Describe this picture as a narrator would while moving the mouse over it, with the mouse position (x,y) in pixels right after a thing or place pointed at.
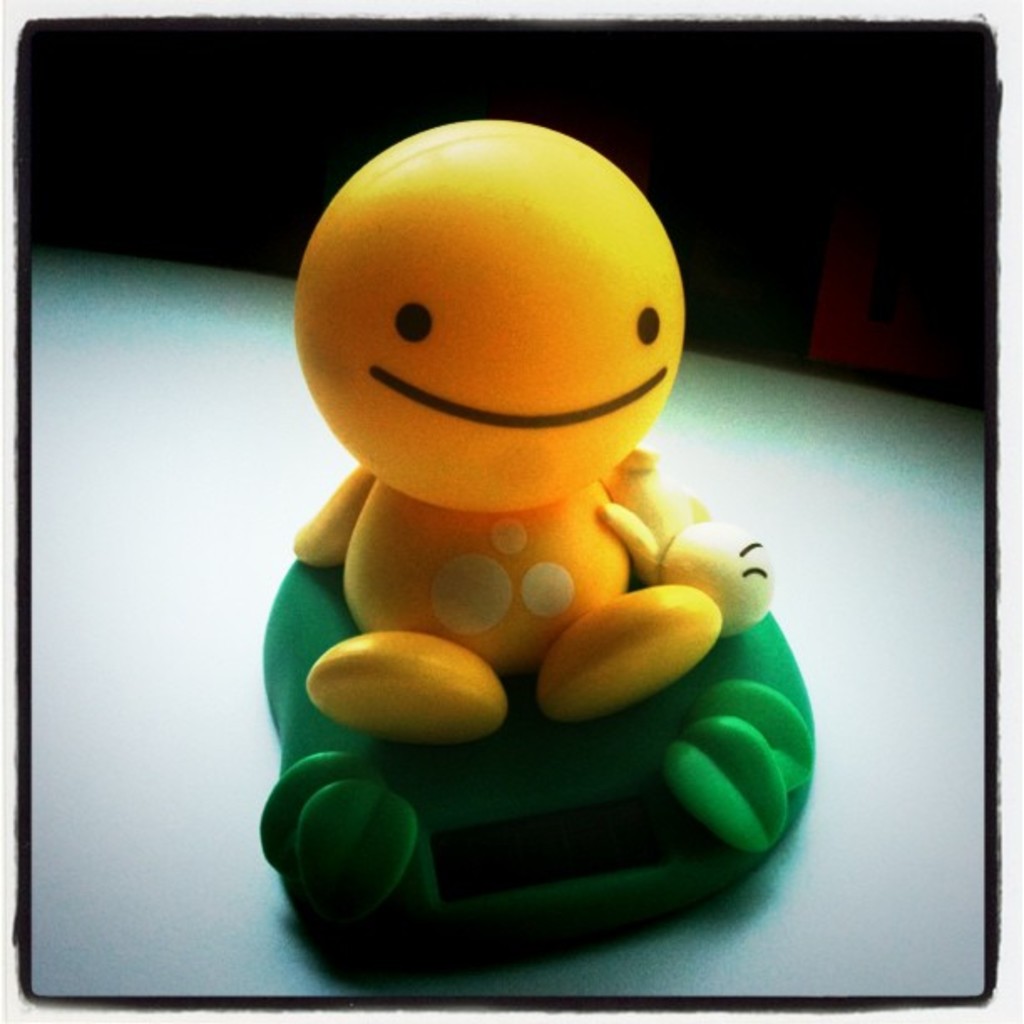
In this picture I see yellow color toy (615,509) on a green color thing (322,842).
